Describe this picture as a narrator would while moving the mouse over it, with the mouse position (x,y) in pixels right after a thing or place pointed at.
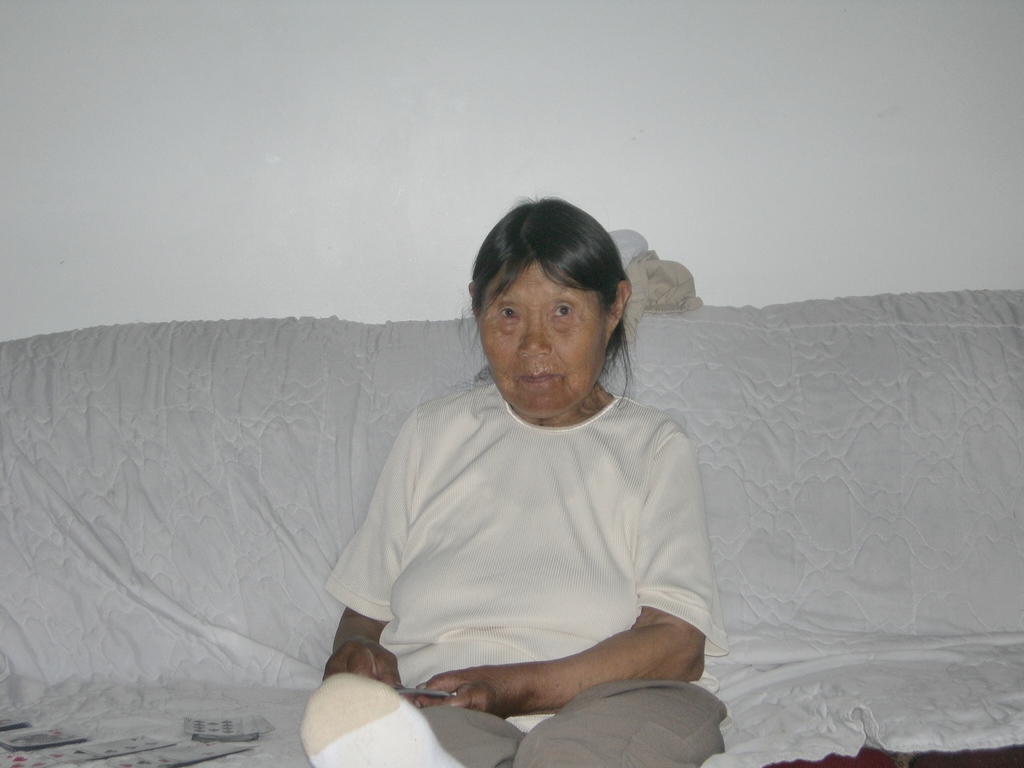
In this image in the center (560,490) there is a woman (572,603) sitting on the sofa (849,742). On the left side (210,728) there are objects (216,745) on the sofa (234,705). In the background (655,252) there is a cloth (662,278), there is a wall (447,187) which is white in colour.
